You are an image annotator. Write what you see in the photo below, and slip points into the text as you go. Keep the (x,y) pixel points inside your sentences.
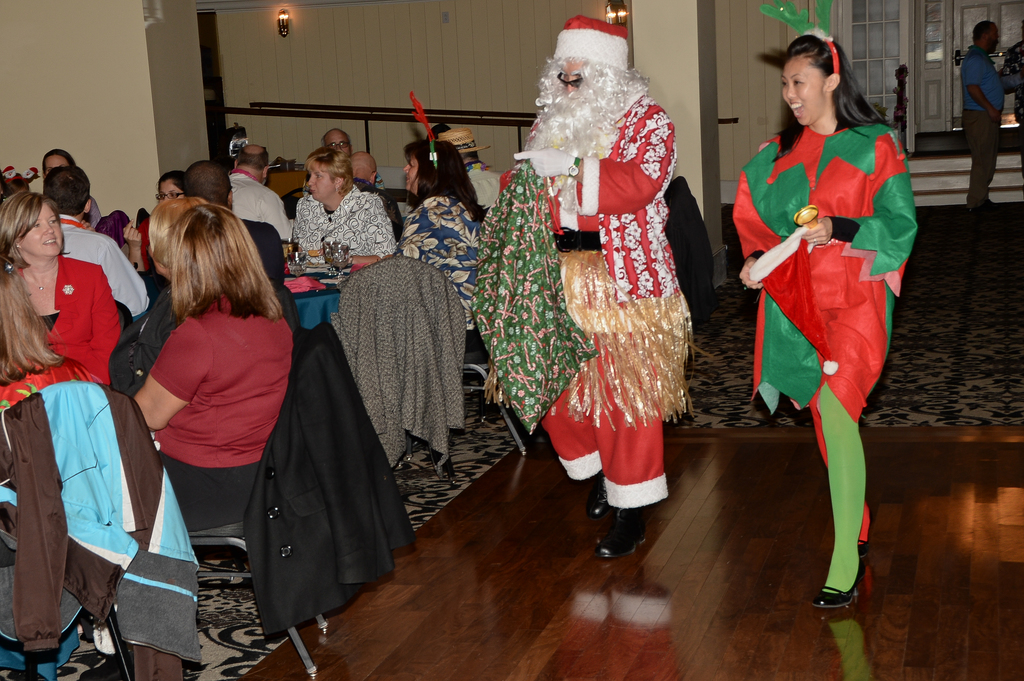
In this image I can see people (626,330) where few are standing and rest all are sitting on chairs (88,483). I can also see few jackets (313,397) and here I can see they both are wearing red colour costumes (600,232). In the background (387,62) I can see few lights (282,27) on wall (232,39).
